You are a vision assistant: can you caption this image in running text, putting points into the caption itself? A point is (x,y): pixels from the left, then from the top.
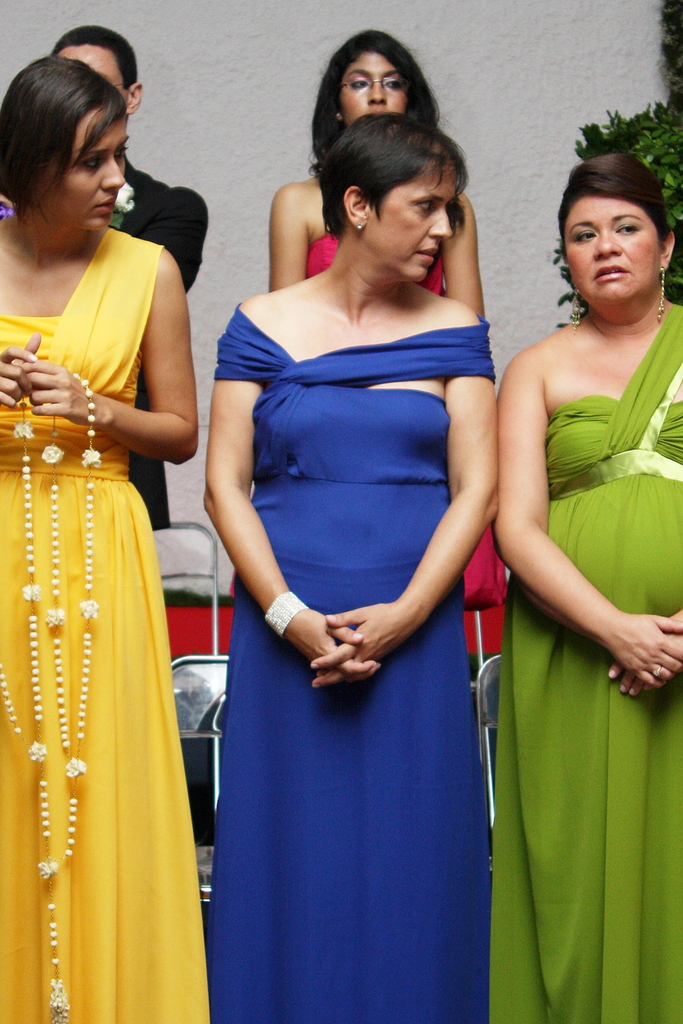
In the image I can see some women (268,353), among them a lady (34,897) is holding the garland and also I can see some chairs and a plant (682,22).
